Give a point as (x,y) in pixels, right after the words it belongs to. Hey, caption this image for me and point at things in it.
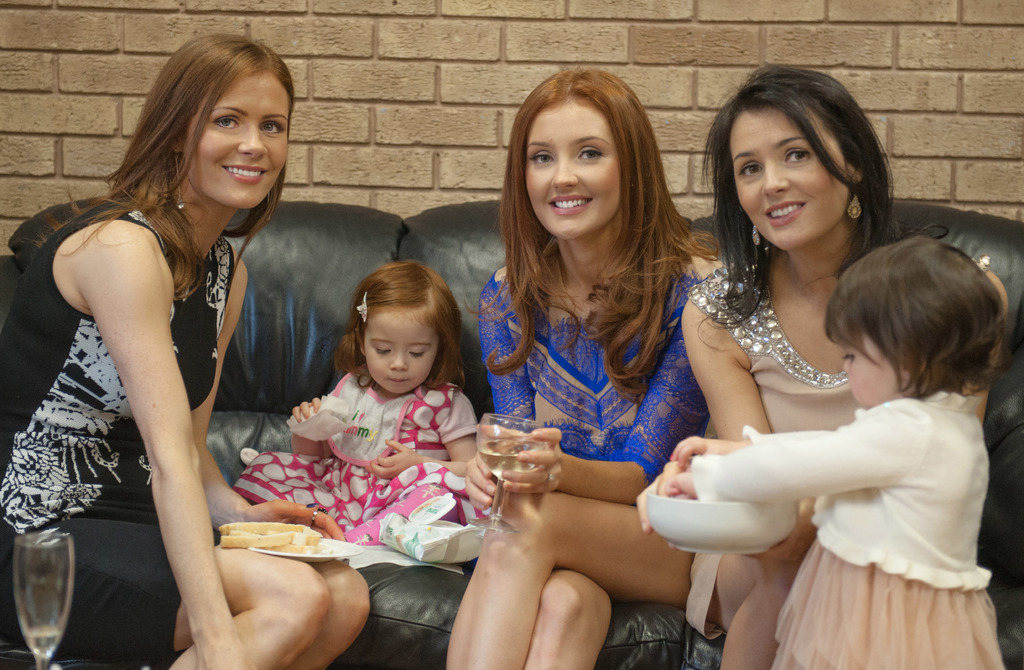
In this image there are three persons (554,419) and a girl (358,444) are sitting on the couch (1016,634), there are bread slices (301,547) on the plate (334,549), a girl (350,525) holding a tissue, another girl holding a bowl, a person (506,539) holding a glass (498,492), and in the background (459,141) there is a wall (312,116).
